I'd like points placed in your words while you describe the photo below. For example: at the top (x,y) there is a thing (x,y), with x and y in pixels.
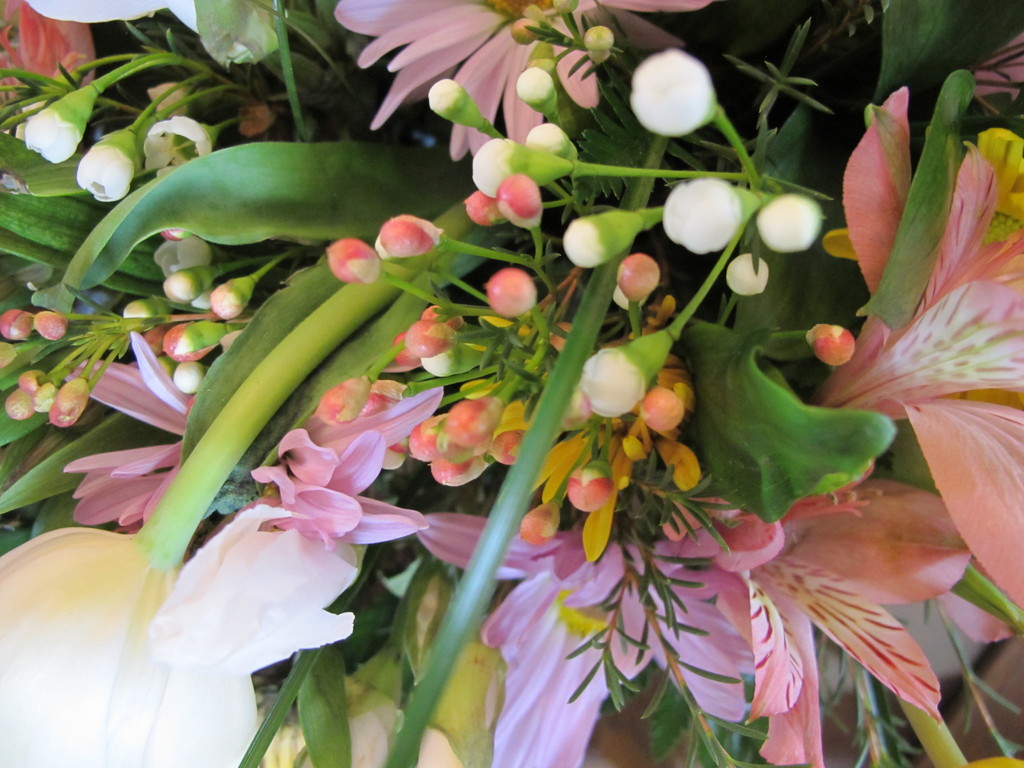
This picture consists of flowers (636,427) and buds (523,88) in the image.
